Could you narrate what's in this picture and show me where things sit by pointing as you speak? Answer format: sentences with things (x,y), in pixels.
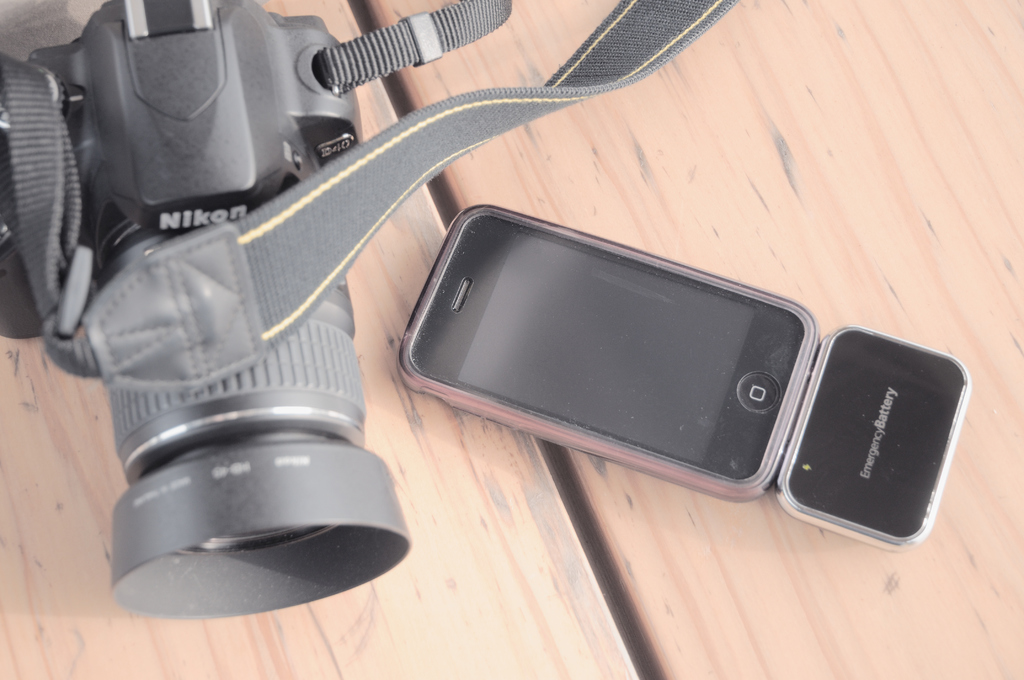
In the left side (158,24) it is a camera (293,402), which is in black color and here it is an i phone (554,359).
